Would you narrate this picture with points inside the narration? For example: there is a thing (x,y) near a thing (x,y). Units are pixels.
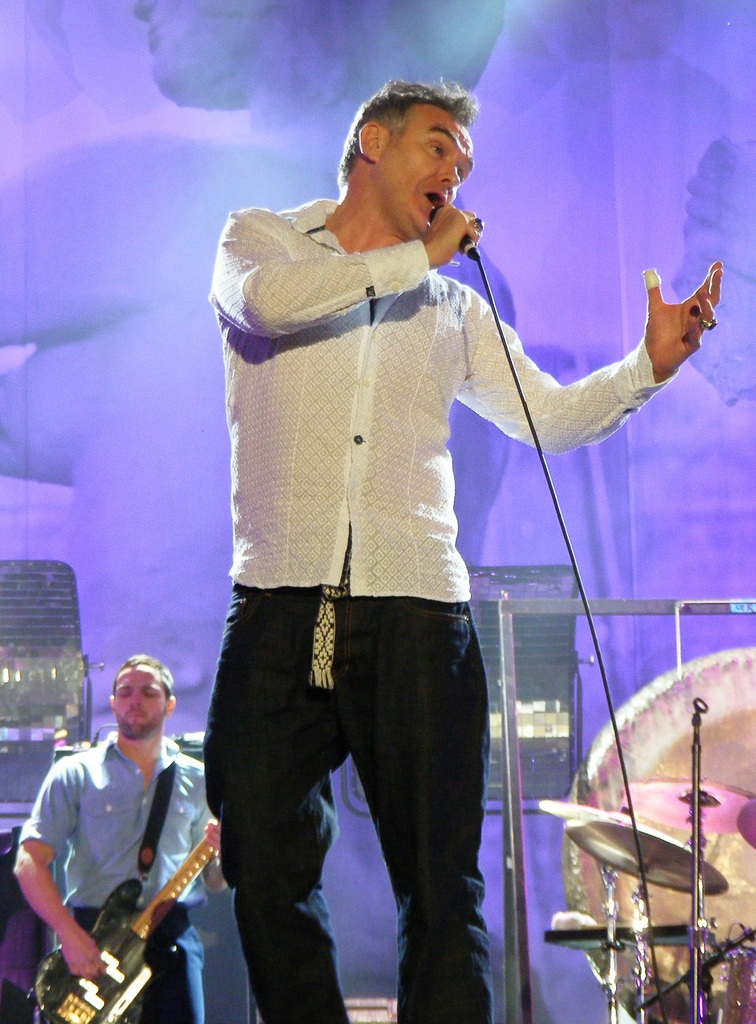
In the middle of the image (257,514) a man (261,591) standing and holding a microphone (467,251) and singing. Bottom left side of the image (24,879) a man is playing guitar (53,1004). Bottom right side of the image (736,1021) there is a drum (736,979).
